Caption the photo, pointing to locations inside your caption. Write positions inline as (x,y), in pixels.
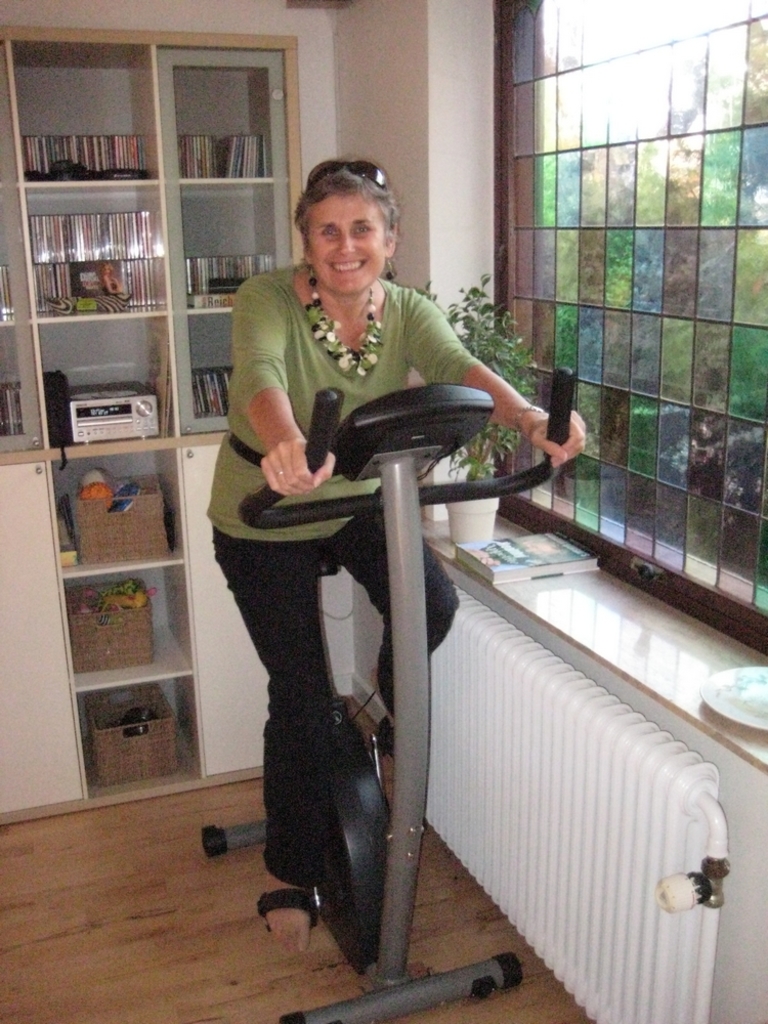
To the bottom of the image (368,826) on the floor (225,817) to the right side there is an exercise cycle (405,812). On the cycle (280,893) there is a lady (281,483) with green t-shirt (384,383), chain (346,366) around her neck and goggles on her head (363,262). Behind her to the left side (108,273) there are many cupboards (170,104) with books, a device (111,417) and also there are baskets (117,538) with few items (102,602) on it. And to the right side of the image (670,372) there is a glass window (616,336). In front of the window (648,557) there are books (550,566), plate (722,677) and a pot (490,527) with a plant (491,476) in it.
